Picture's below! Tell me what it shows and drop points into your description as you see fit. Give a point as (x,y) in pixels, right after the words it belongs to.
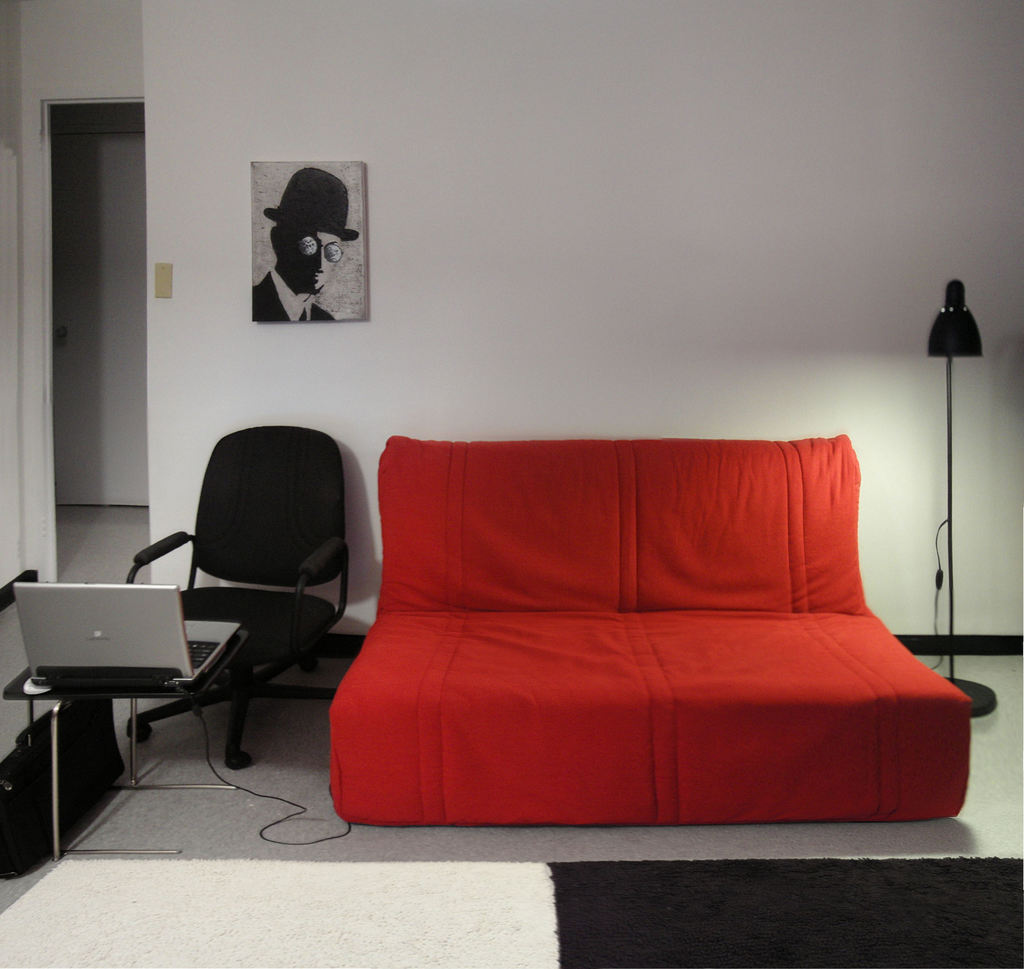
In the image we can see there is a red colour bed (630,631) and beside it there is a chair (238,552) and in front of it there is a table (144,697) on which laptop (104,654) is kept and at the back (522,207) the wall (587,169) is in white colour.
